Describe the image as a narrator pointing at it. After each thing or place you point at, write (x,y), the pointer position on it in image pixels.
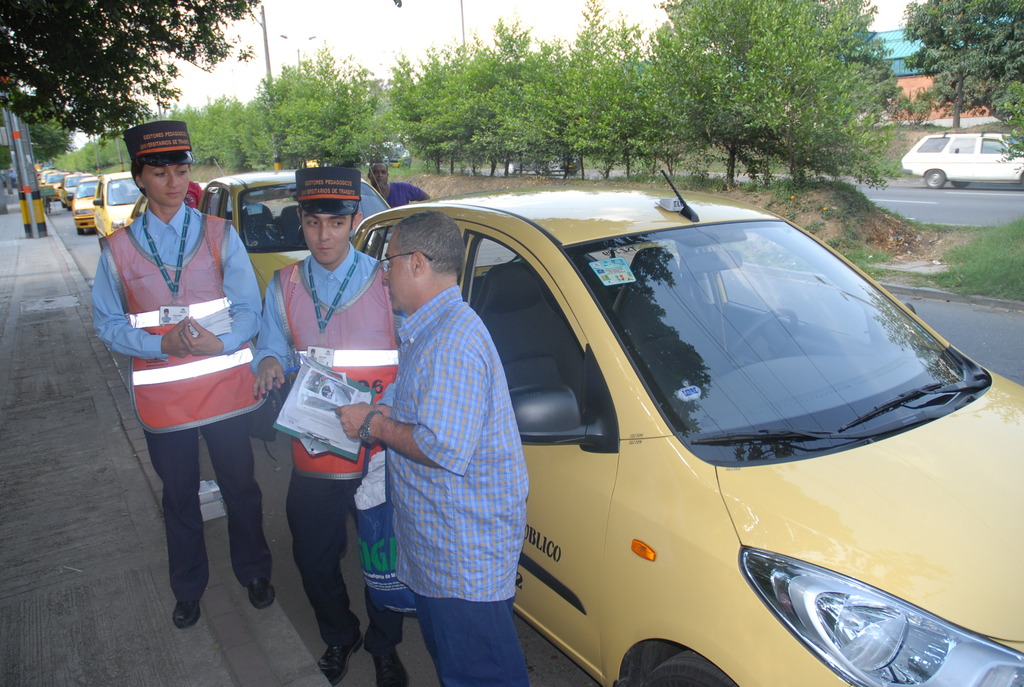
This image is taken outdoors. At the bottom of the image (528,650) there is a road (545,666) and there is a sidewalk (113,506). In the background (463,115) there are many trees (668,120) and there are a few poles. On the right side of the image (936,153) there is a house (925,86) and a car (930,168) is moving on the road (956,223). In the middle of the image (512,370) many cars (91,218) are parked on the road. Three men (341,329) and a woman (199,375) are standing on the road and a man (376,427) is holding papers (335,383) in his hands (356,424).
